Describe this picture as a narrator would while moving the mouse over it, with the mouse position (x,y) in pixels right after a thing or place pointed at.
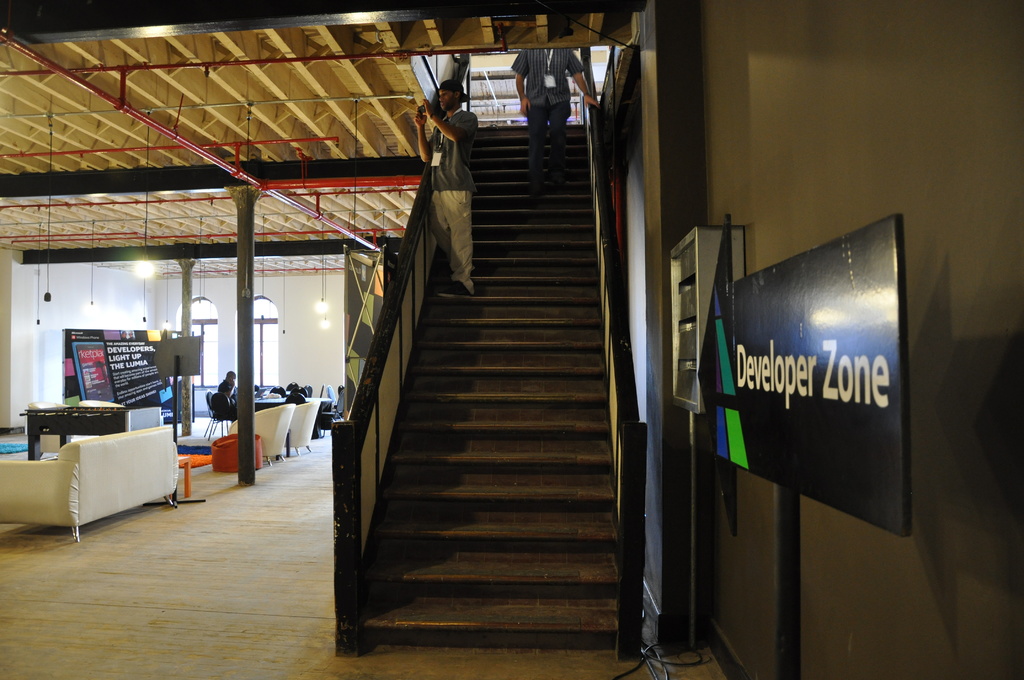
The picture is taken in a room (350,370). In the center of the picture (513,428) there is a staircase (451,444), on the staircase (477,515) there are people (565,115) walking. On the left (169,437) there are couches (132,472), chairs (268,424), tables (81,411), banner (125,355) and people (228,394) sitting. At the top (56,225) there are lights (144,263) to the ceiling (169,173). On the right (767,370) there is a hoarding (817,373) and wall (941,255).
